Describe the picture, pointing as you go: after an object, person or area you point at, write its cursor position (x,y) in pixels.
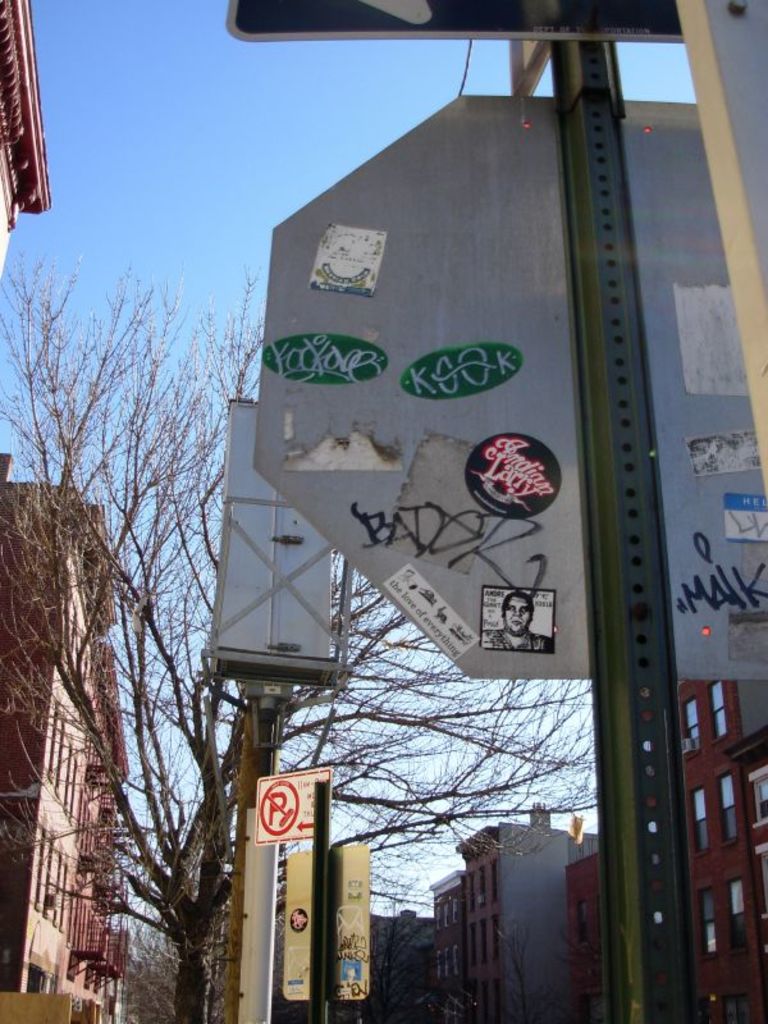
In the image there are buildings (41,969) on either side with trees (206,890) and caution boards (294,987) in the middle (392,614) and above its sky (212,159).
